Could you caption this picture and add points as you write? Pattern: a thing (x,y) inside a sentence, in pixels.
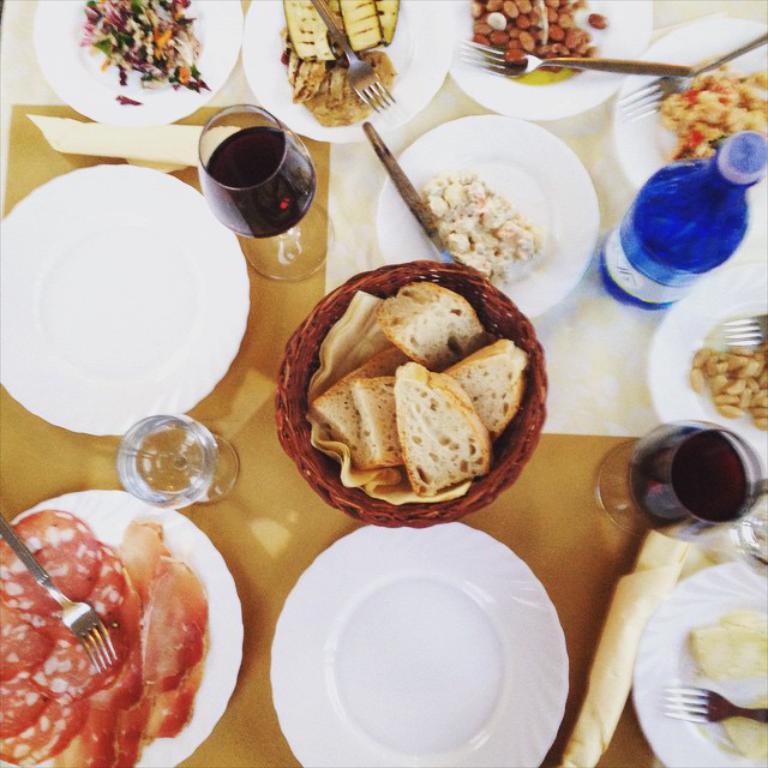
In the image we can see a table (112,478), on the table (262,557) there are some plates (499,591), a bottle (640,270), glasses (757,467) and knives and forks (581,61) and food (133,753).
